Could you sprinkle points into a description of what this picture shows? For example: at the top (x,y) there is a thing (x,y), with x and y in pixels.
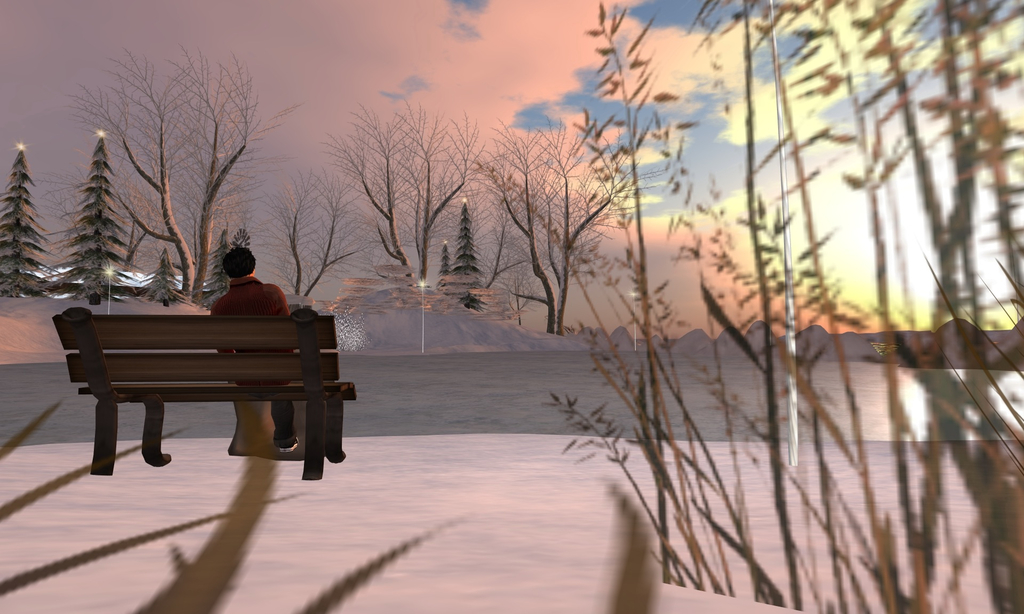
This is an edited image. Here we can see a person (272,290) sitting on a bench (266,396). There are plants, trees (98,303), and poles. In the background (409,207) there is sky (533,120) with clouds (872,146).
